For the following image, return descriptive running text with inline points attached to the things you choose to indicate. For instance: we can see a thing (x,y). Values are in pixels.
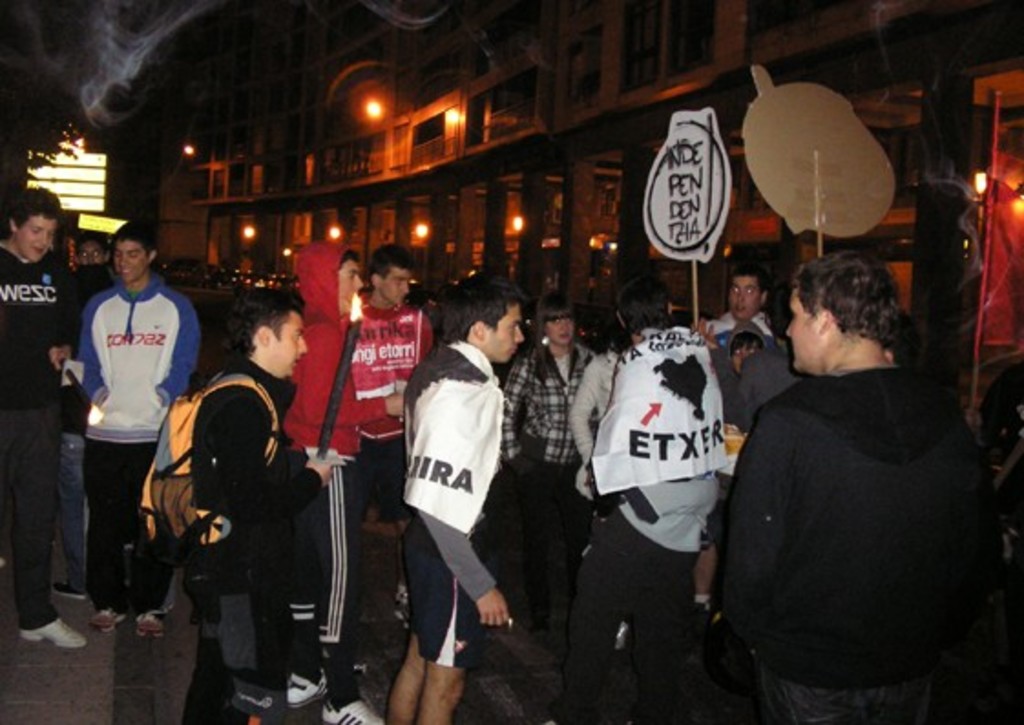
Here we can see people (352,418). These two people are holding boards (769,150) and another two people (234,561) are holding fire objects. Background (499,255) we can see buildings (276,140), lights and tree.
